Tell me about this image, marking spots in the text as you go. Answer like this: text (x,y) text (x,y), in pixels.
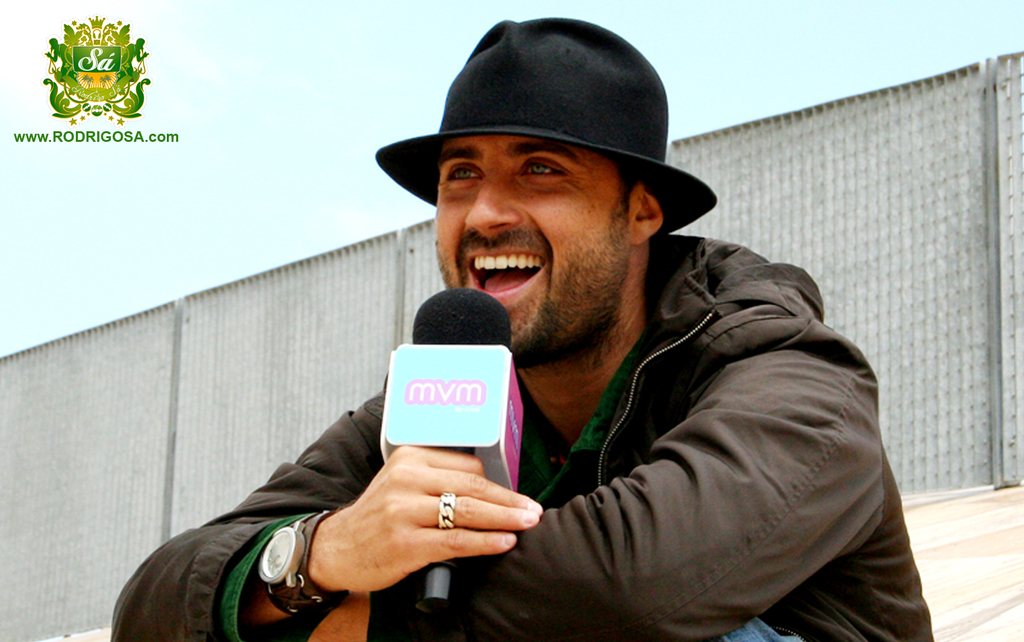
This picture shows a man (510,300) holding a mic (462,351) in his hand (406,546) and smiling. He is wearing a hat (544,106). In the background (253,357) there is a fence (197,324) and a wall (102,452) here.
